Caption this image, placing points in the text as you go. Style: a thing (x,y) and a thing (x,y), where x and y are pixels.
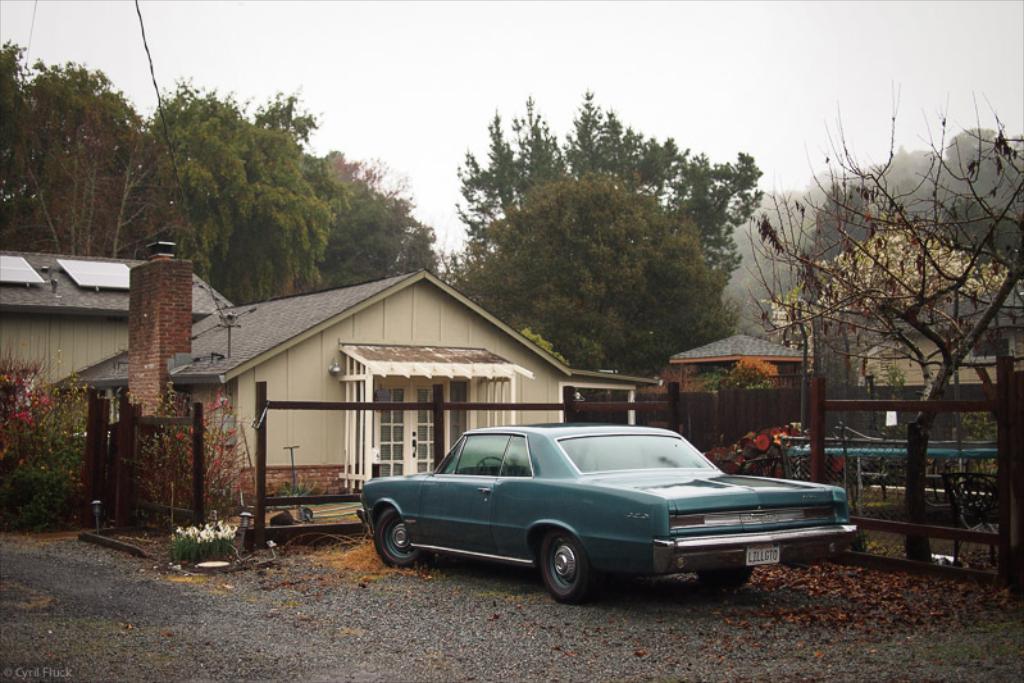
In this image there is a blue car (502,494) parked in front of a building (452,443). There is wooden fence (152,420) around the building (61,321). In the background (541,334) there are trees (546,323), plants (13,408), buildings (796,361). The sky (697,58) is cloudy.
